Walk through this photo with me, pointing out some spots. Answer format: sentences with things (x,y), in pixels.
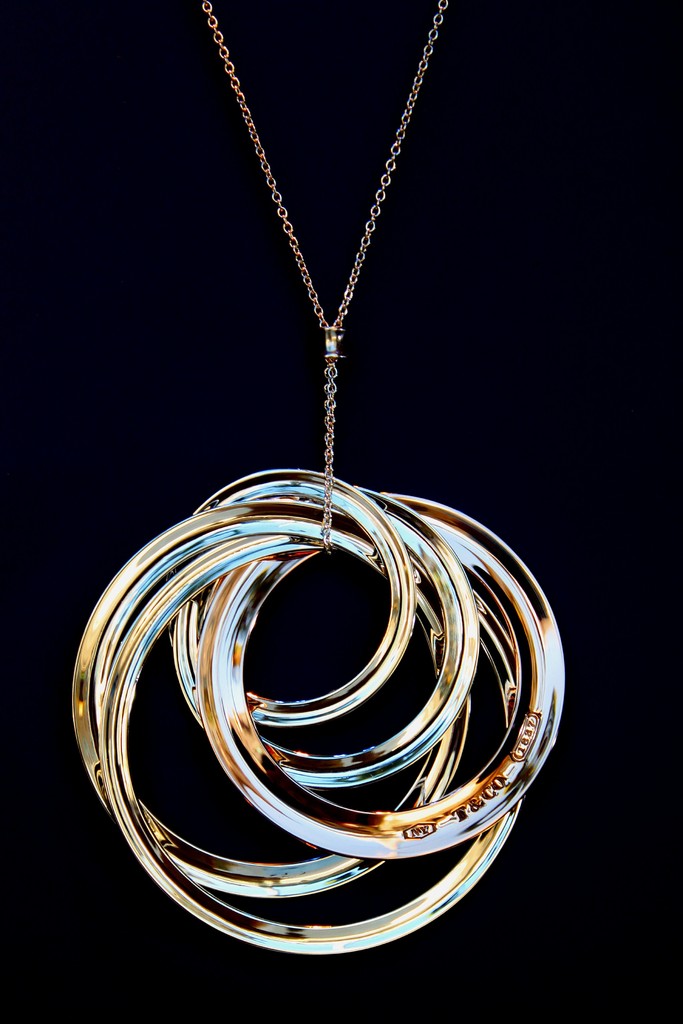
Here we can see a chain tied to few small rings (229,669). In the background (271,244) the image is black in color.
